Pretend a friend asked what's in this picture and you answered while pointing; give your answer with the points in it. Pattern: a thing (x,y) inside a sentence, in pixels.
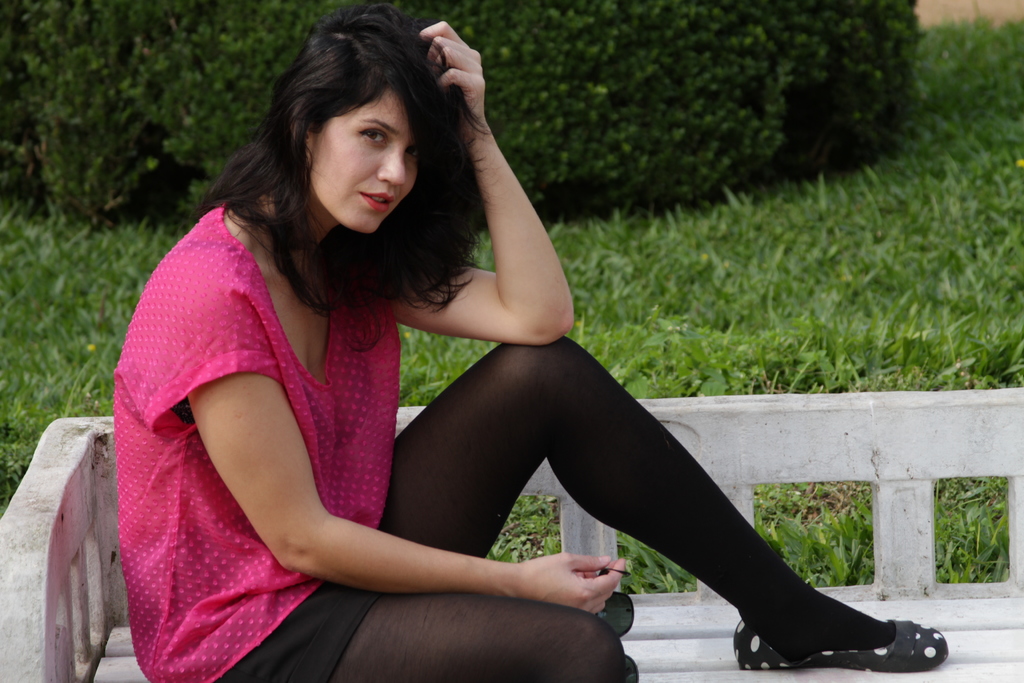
On the left side of this image (325,483) I can see a woman (285,401) wearing a pink color t-shirt (300,406), sitting on a bench (59,584), facing towards the right side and she is giving pose for the picture. In the background (641,307), I can see the grass (779,292) and plants (749,87).
